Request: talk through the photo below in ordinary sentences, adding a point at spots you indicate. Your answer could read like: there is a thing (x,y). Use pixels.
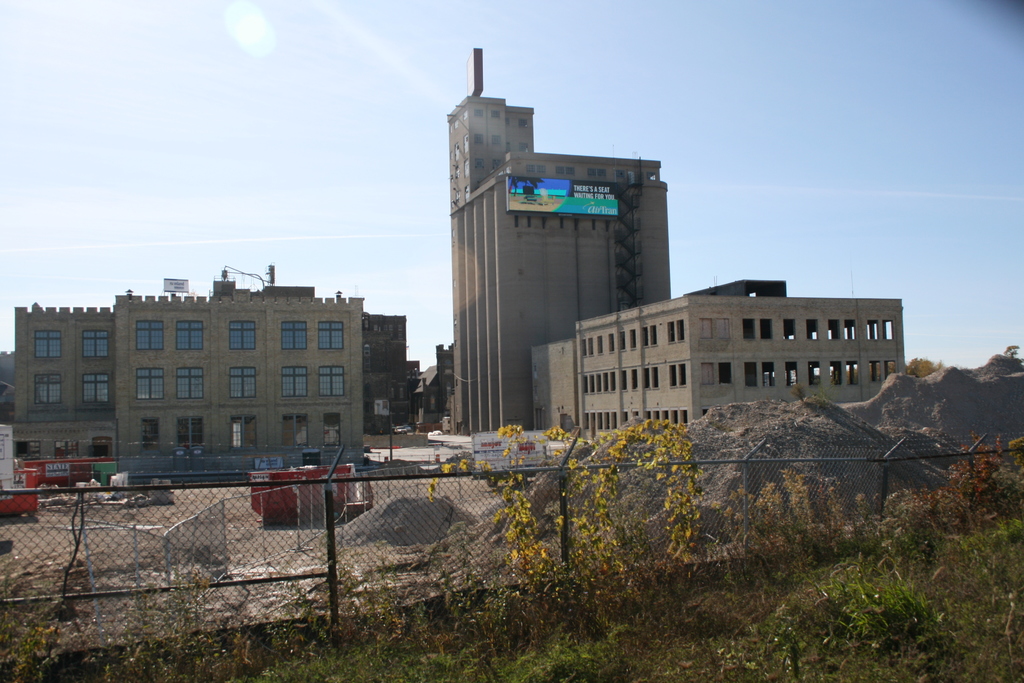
In this picture we can see few plants (563,589) and some fencing (434,504) from left to right. We can see some vehicles (1,467) on the path (13,535). There is some sand (930,428) on the right side (948,449). We can see few buildings (477,369), poles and a board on the building (518,168).
